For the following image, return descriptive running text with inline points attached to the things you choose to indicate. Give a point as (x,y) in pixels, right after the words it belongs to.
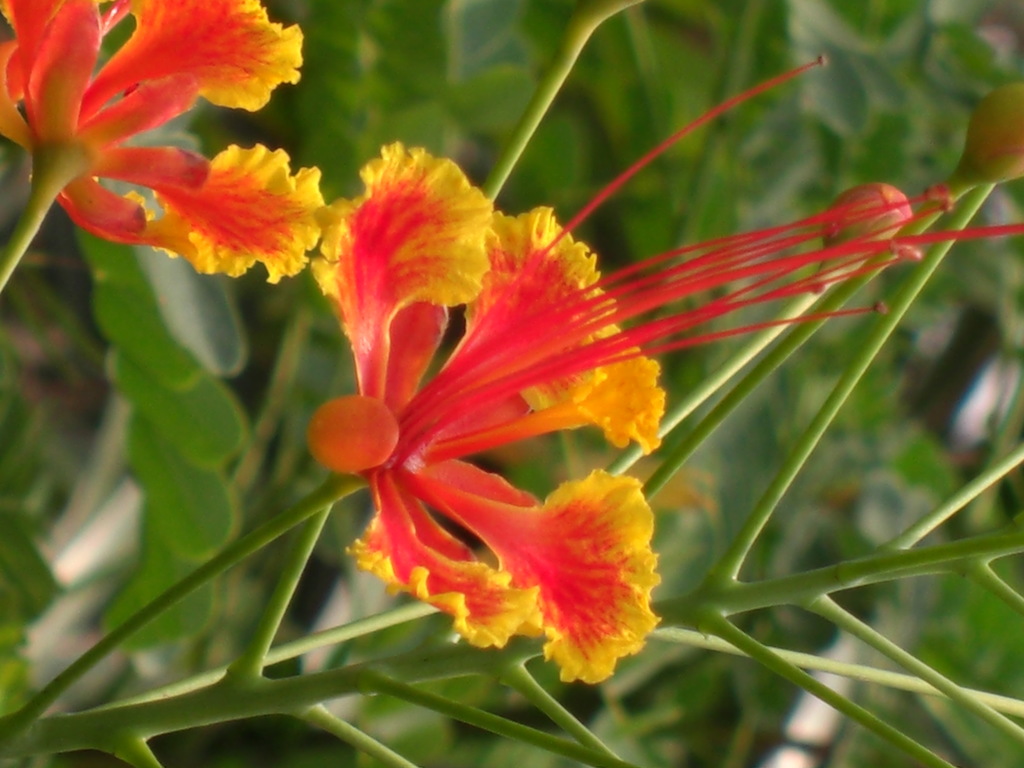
In this picture there are flowers (920,215) on the plant (27,233). At the back (854,538) there are plants (691,524).
